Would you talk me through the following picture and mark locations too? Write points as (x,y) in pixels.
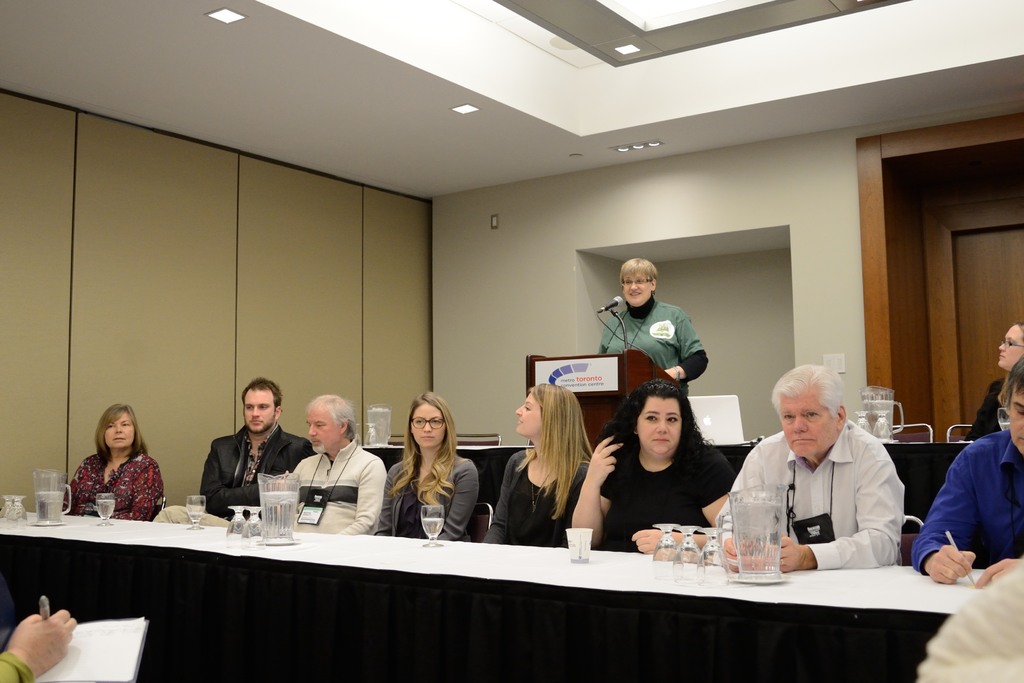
In this image there is a woman (624,276) is standing before a mic (608,308) which is on podium (599,412). There are few persons (371,529) sitting on the chair (479,538) having glasses (254,526), jar (268,509) and cup (572,543) on it. At the left side (49,618) there is a person hand (49,618) holding a pen (42,604) and writing on a paper (99,650). Background (15,317) there is a wall (727,340). Beside there is a door (930,184).
